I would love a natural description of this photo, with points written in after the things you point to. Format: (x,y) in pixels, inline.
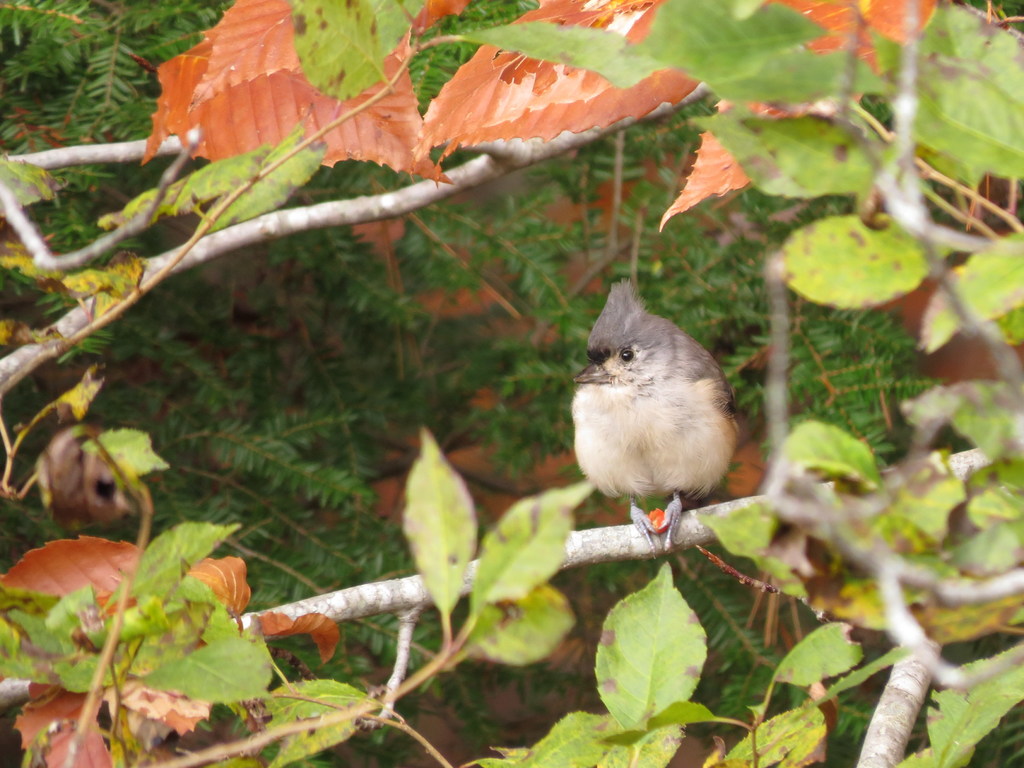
This image is taken outdoors. In this image there are a few trees (207,557) with leaves (553,605), stems (240,622) and branches (144,146). In the middle of the image (661,455) there is a bird (631,470) on the branch (638,543) of a tree (696,534).
